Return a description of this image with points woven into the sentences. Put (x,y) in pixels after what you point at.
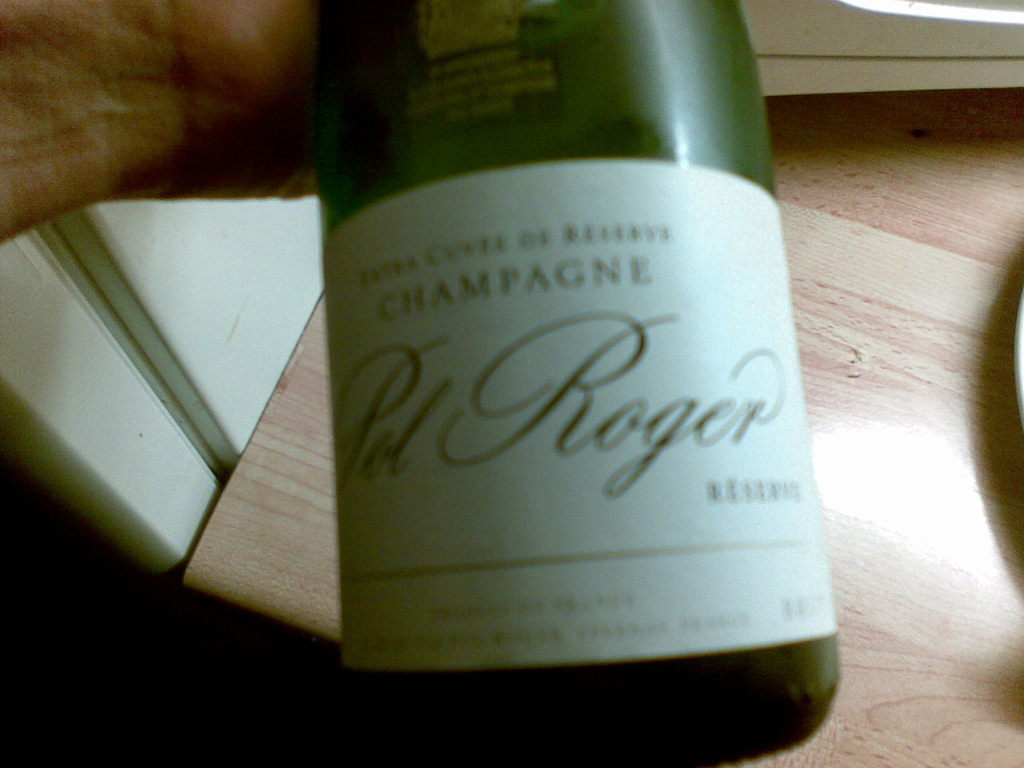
As we can see in the image there is a bottle (630,390).
